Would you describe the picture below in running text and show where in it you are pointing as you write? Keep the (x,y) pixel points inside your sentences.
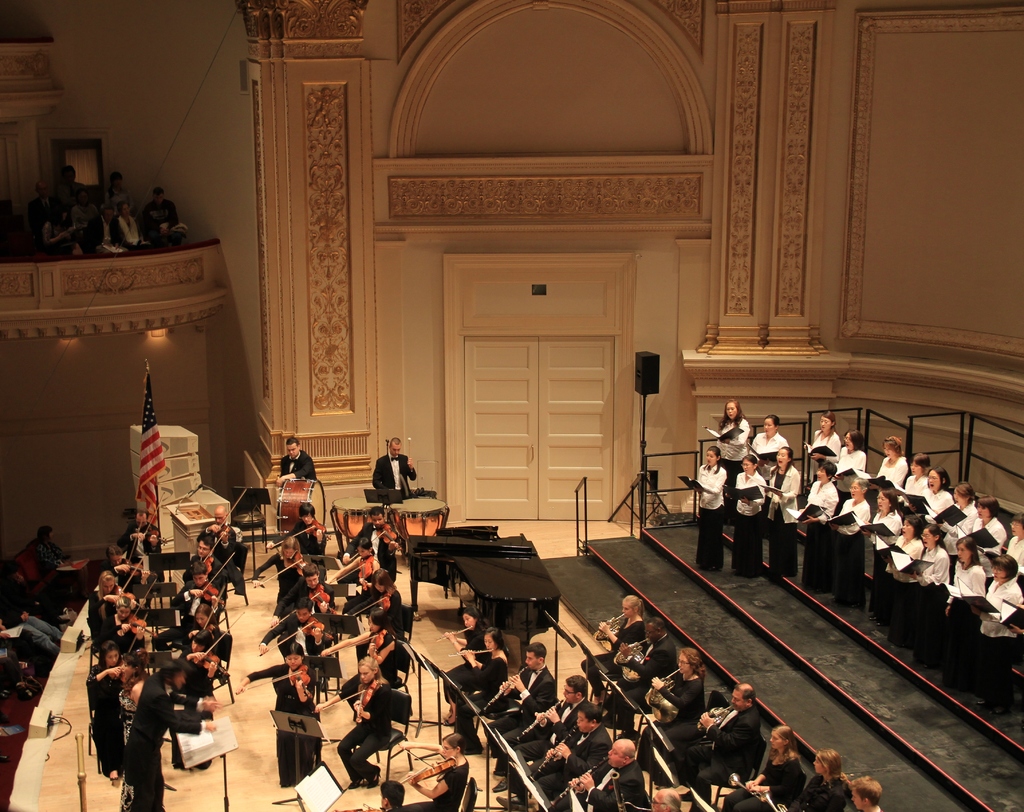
In the image in the center (383,515) we can see group of people (480,698) were sitting and they were playing some musical instrument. And we can see few people (705,511) were standing and they were holding books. And we can see tables (184,533), drums (440,517), boxes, speakers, lights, flag (149,484), stands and few other objects (448,566). In the background (567,194) we can see wall (954,259), door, speaker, light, few people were standing and few people (176,237) were sitting.
